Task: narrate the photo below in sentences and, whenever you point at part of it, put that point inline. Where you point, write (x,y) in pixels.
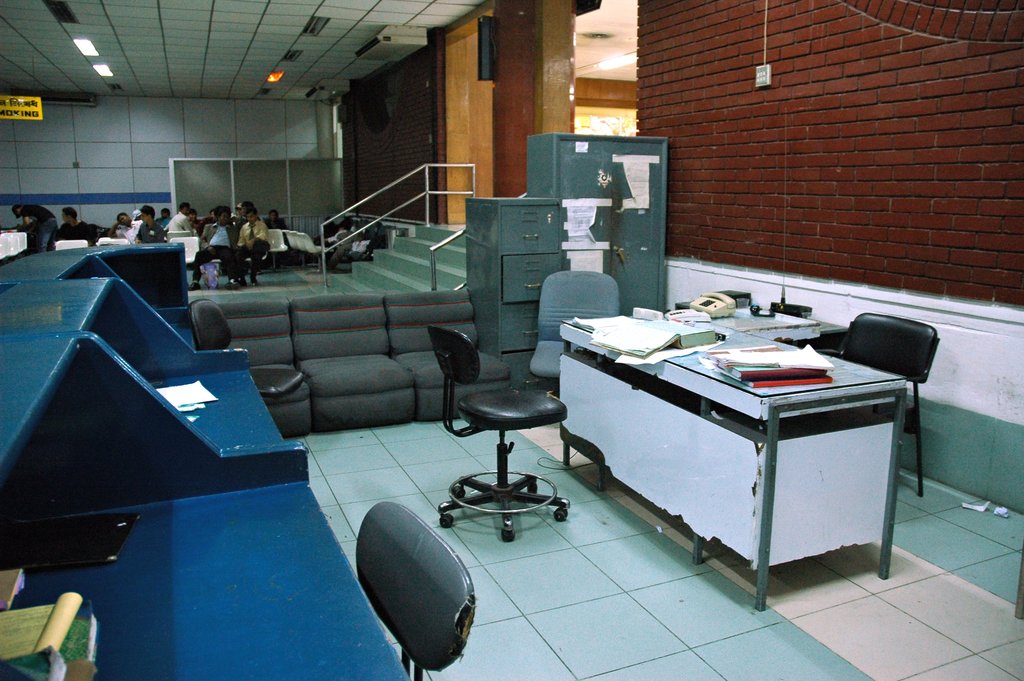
In a room (198,165) there are so many people (46,220) sitting and opposite side there is a table (617,371) with some books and telephone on it and other side there is lockers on left (116,412) and behind that there is a desk (94,382) with the chairs (425,663).
